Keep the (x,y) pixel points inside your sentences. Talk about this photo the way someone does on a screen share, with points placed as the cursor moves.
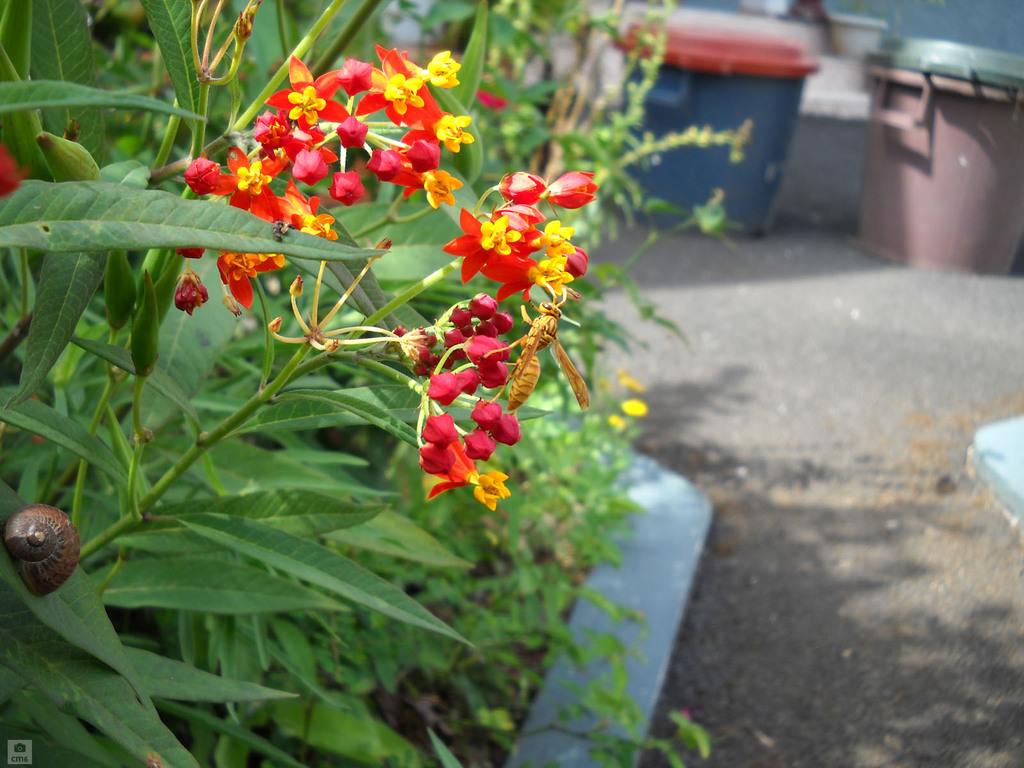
On the left side of the image (138,574) there are plants (408,550) and we can see flowers (557,198). In the background (709,190) there are bins (873,239). At the bottom (812,616) there is ground (826,609).
